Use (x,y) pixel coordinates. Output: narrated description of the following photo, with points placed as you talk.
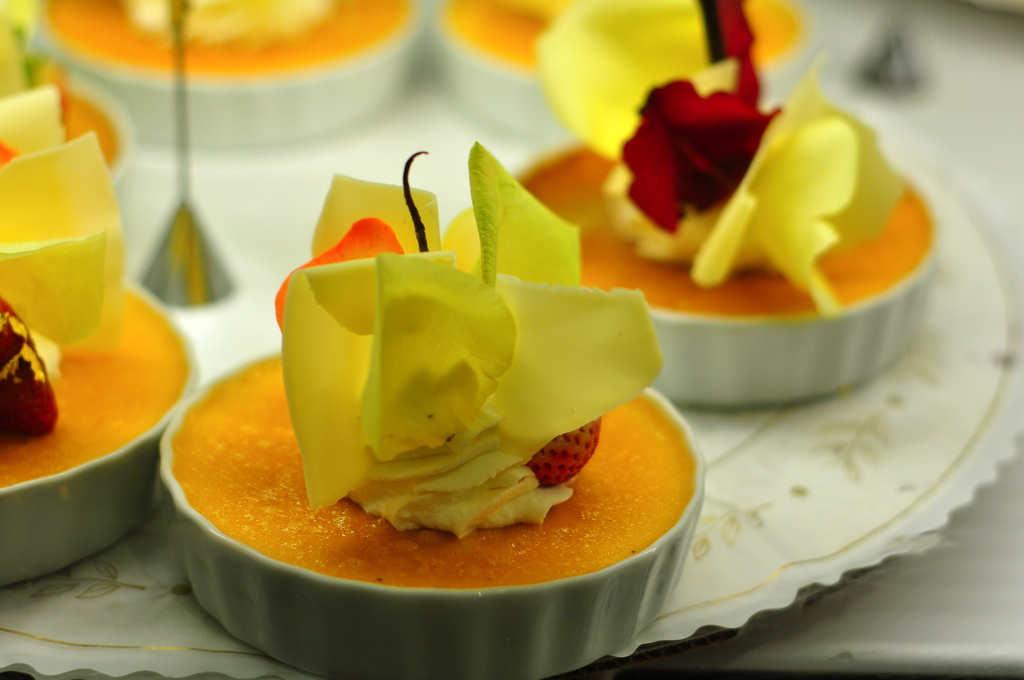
In this image we can see desserts (357,457) in plate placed on the table (962,99).
